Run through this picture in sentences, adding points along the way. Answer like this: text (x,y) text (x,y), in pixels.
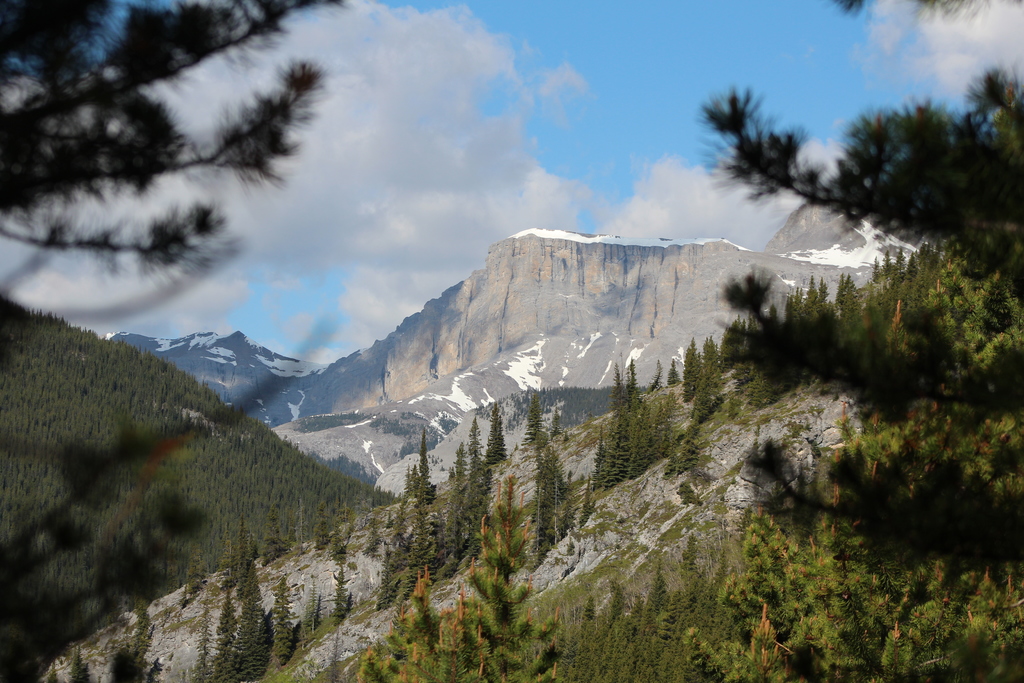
In this image we can see sky (494,222) with clouds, mountains (337,420), trees (212,472) and hills (191,460).
